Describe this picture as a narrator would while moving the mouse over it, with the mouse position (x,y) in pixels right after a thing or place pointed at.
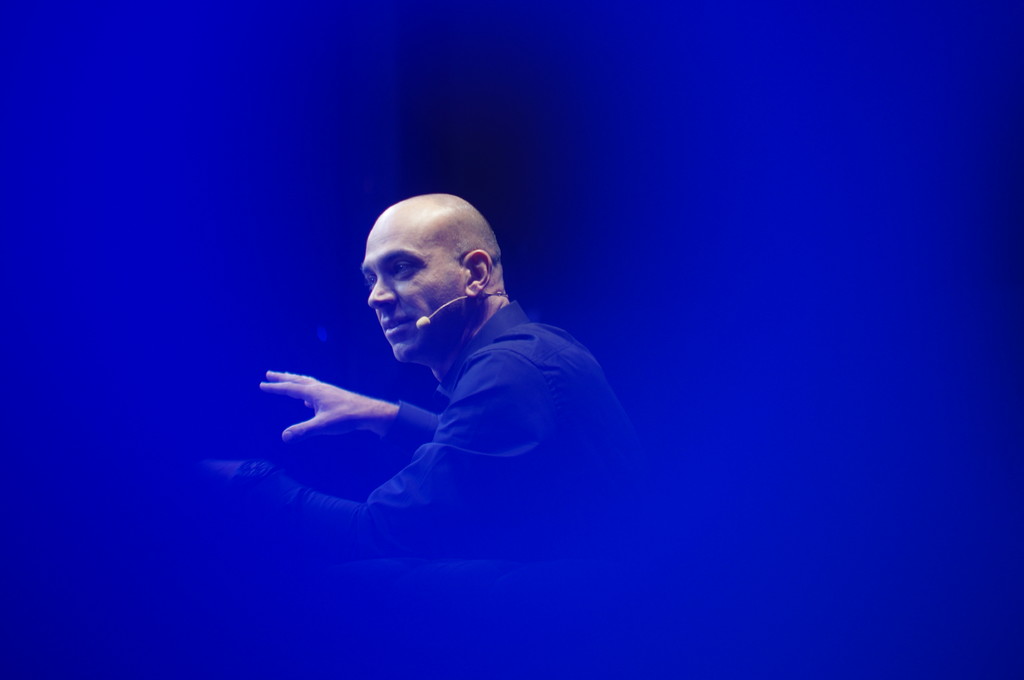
In this image I can see a person (425,509) facing towards the left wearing mike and the background (749,203) is blurred.
